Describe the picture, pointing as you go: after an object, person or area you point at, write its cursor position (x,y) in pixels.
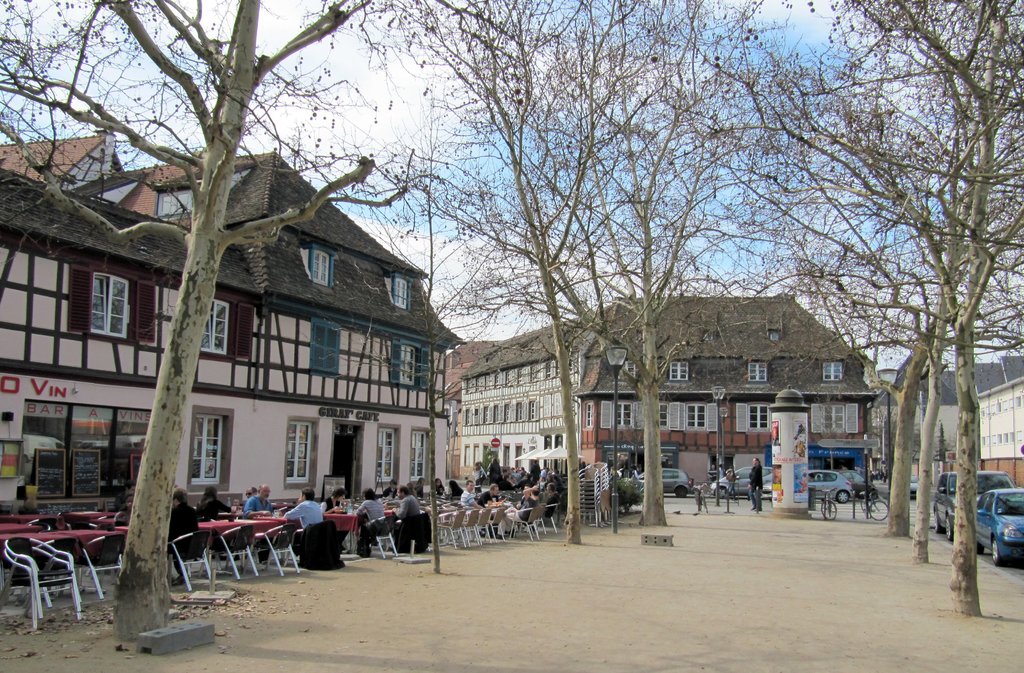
In the image there are buildings (342,403) in the back (608,404) with cars (677,476) going in front of it on the road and on the left side (172,524) there are many people (403,488) sitting around the table (262,530), it seems to be restaurant (351,506) and above its sky (448,83).
